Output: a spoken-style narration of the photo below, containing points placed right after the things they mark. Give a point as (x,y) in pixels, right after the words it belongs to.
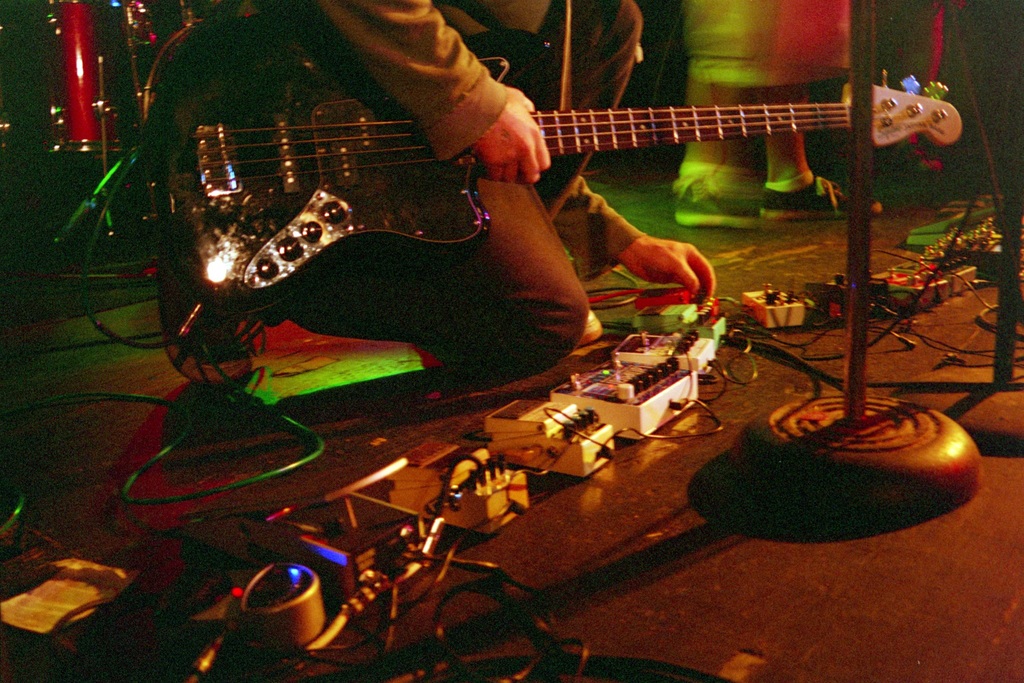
This picture a man (516,168) is holding a guitar (317,176) in his hand (529,124) and he is arranging some switches (620,365), and we can see a man (800,170) besides to him and couple of musical instruments (97,107).
